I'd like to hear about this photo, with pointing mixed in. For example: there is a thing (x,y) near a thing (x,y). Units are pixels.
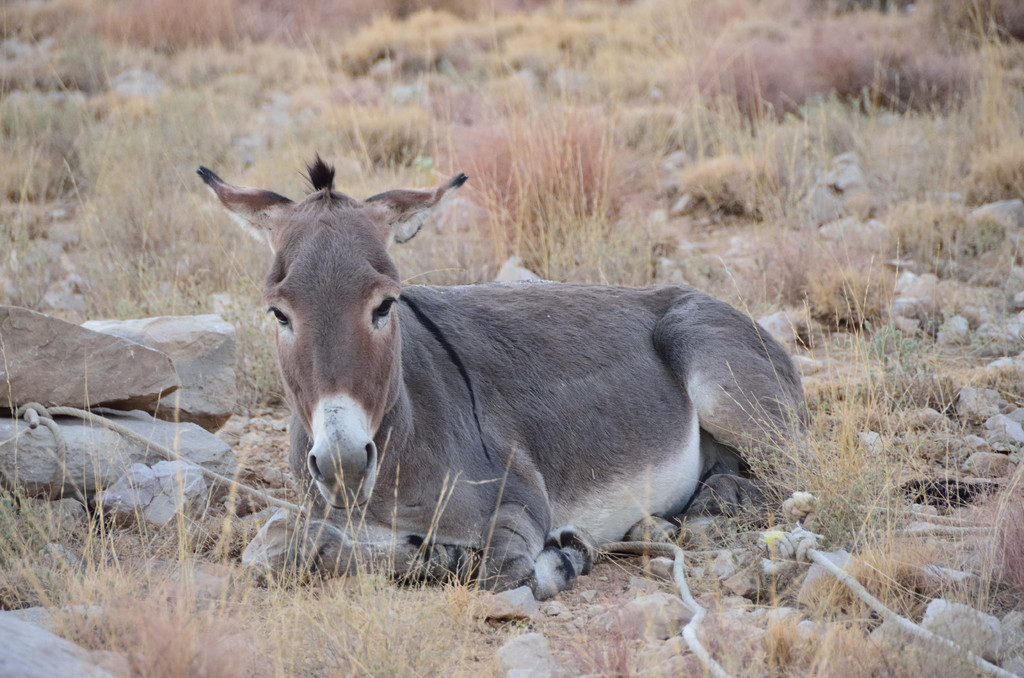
This image consists of a donkey (549,393) sitting on the ground (708,554). At the bottom (640,564), we can see rocks (90,346) and dry grass (426,652).
